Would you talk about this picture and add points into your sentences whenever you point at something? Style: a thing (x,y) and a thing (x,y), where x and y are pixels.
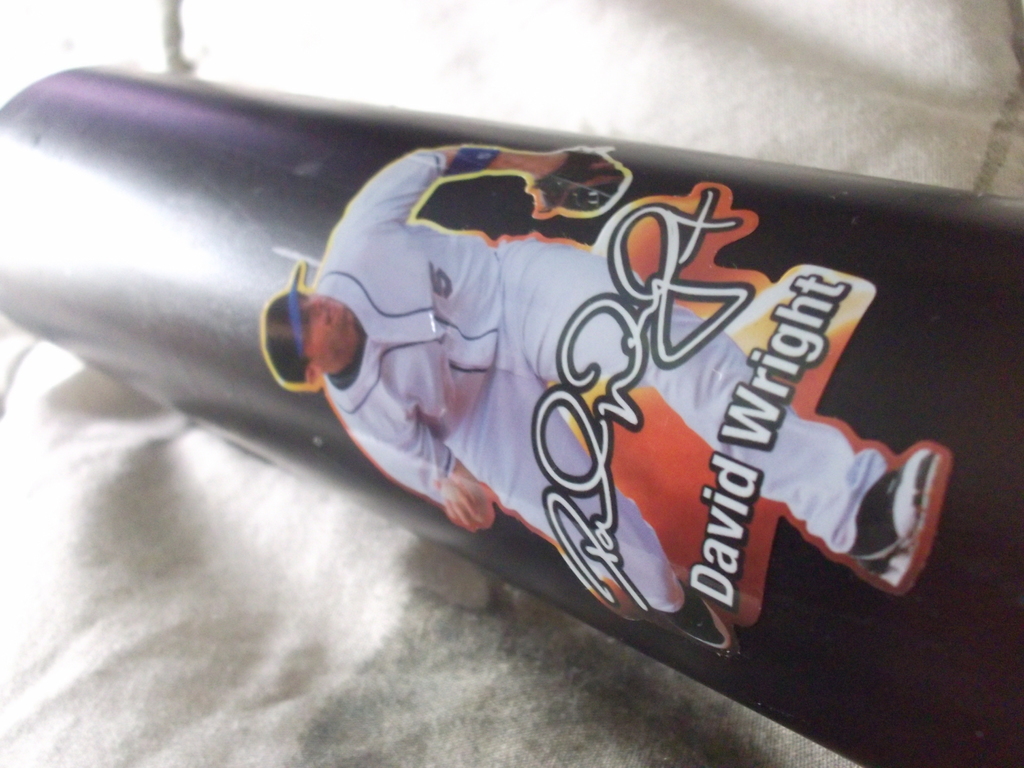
In this image there is a sticker (487,355) of a man (436,411) on the bat (236,246). At the bottom (247,632) there is a cloth (373,607).
